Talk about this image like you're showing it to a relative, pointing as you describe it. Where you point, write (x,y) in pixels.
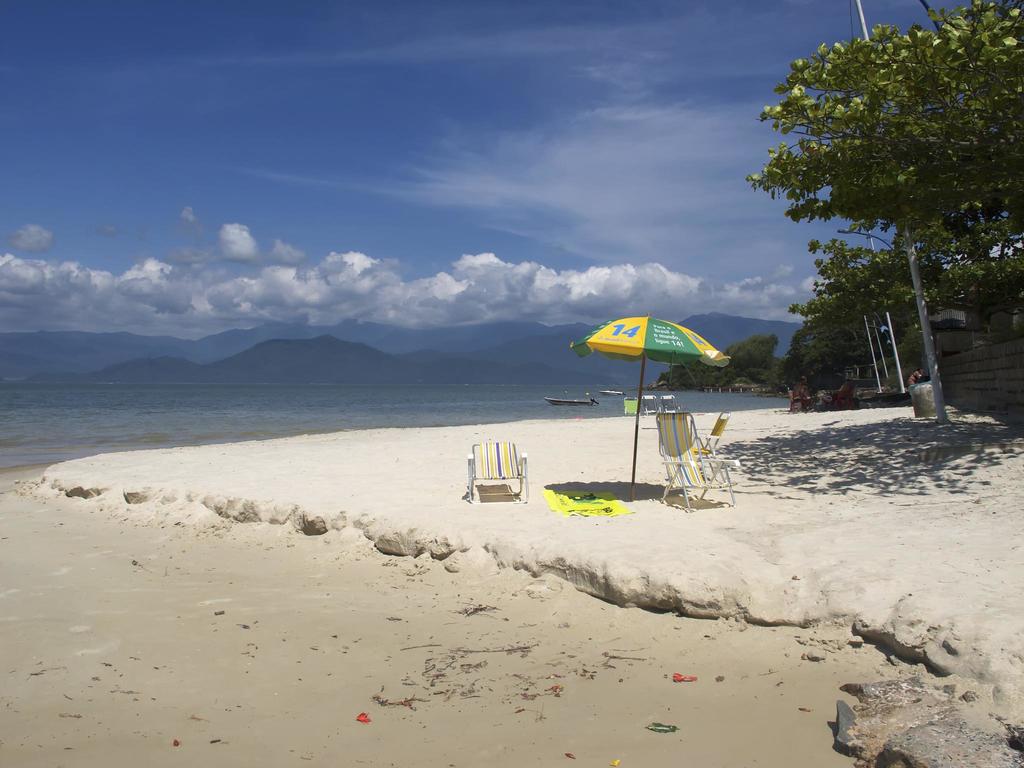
Here we can see chairs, umbrella (674,338) and a cloth (591,503) on the sand (623,586). At the bottom (906,725) we can see stones (842,753) on the sand (462,743). In the background (860,358) there are boats (603,391) on the water (544,398), trees (817,372), mountains (203,350) and clouds (268,271) in the sky (417,68). On the right (872,303) there are trees (860,343), poles (933,369), wall (964,369) and other objects (945,313).
